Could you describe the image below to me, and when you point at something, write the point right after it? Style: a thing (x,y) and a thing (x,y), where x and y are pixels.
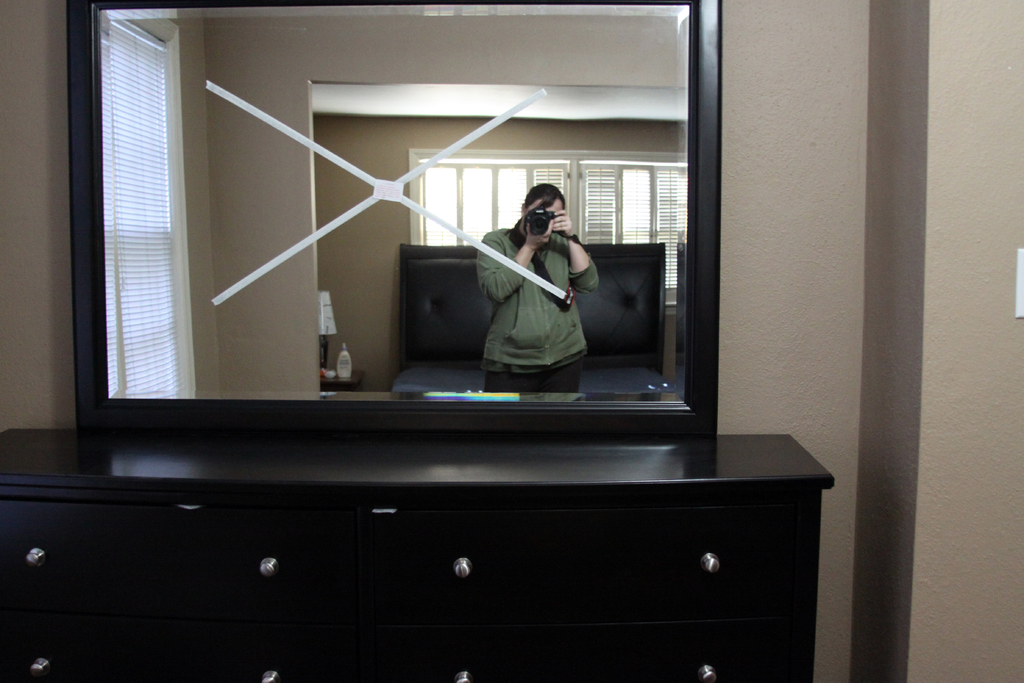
In the center of the image (468,340) there is a mirror (509,360) on the black table (581,482). We can see a woman (537,266) with a camera (535,225). Image also consists of a plain wall (859,178).
